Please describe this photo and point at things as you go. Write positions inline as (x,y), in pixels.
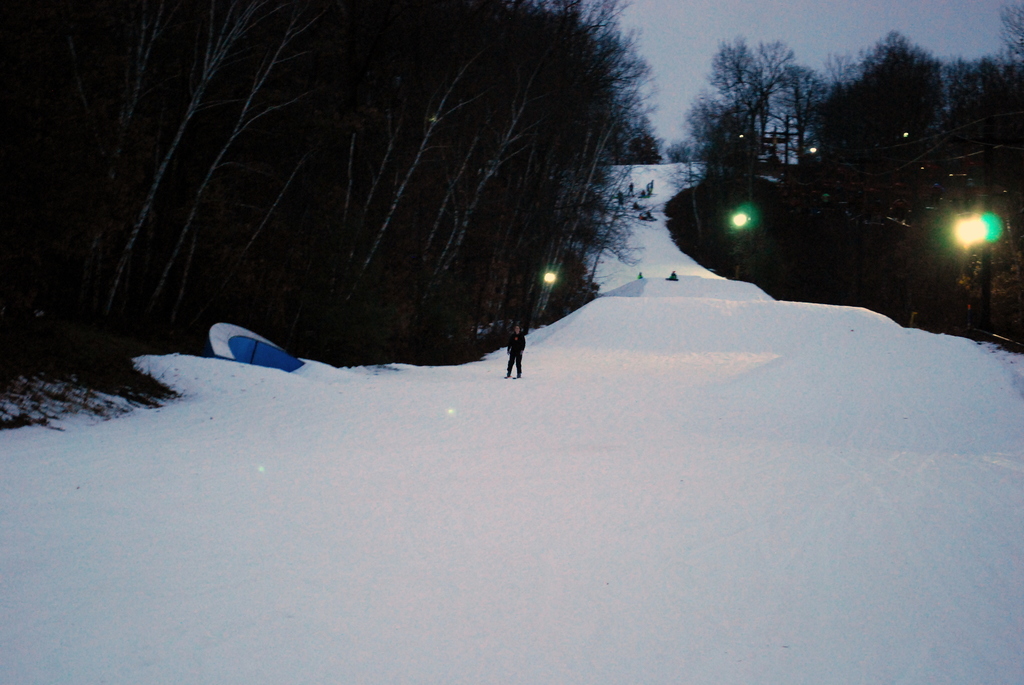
In the center of the image (663,360) there is snow (531,521). To the both sides of the image there are trees (518,123). At the top of the image (705,32) there is sky (724,32).
